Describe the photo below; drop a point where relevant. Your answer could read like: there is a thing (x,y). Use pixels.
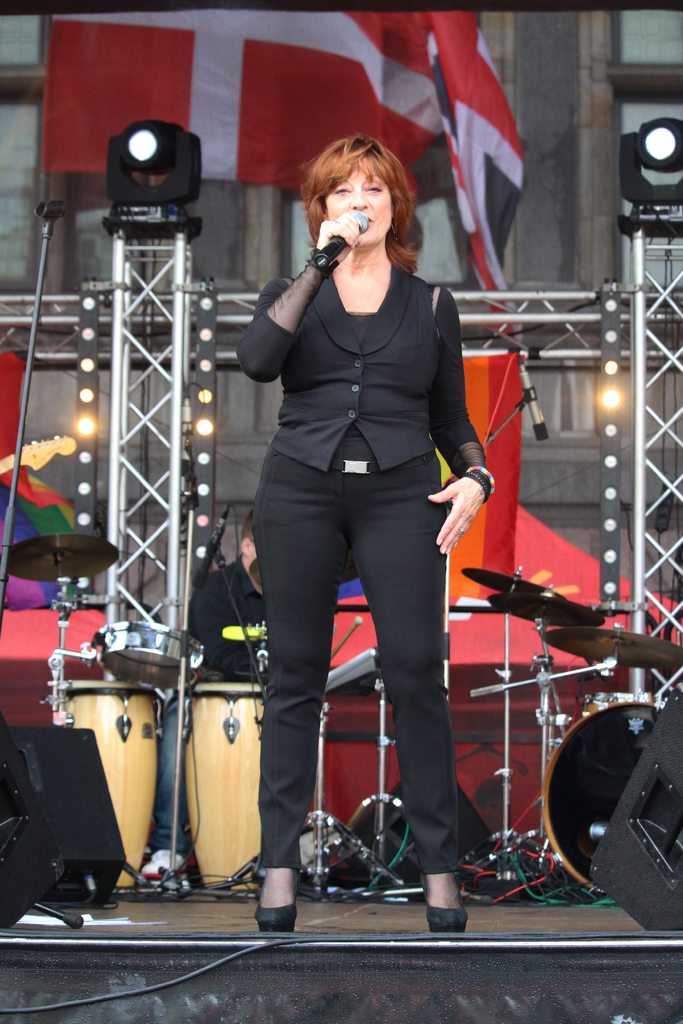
In this image there are two people (356,505). In front (412,503) there is woman (362,373) standing on the stage (392,916), holding a mic (324,256). At the background (282,96) we can see a flag (415,67) and building (571,69). There are lights (161,139) on the stage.
